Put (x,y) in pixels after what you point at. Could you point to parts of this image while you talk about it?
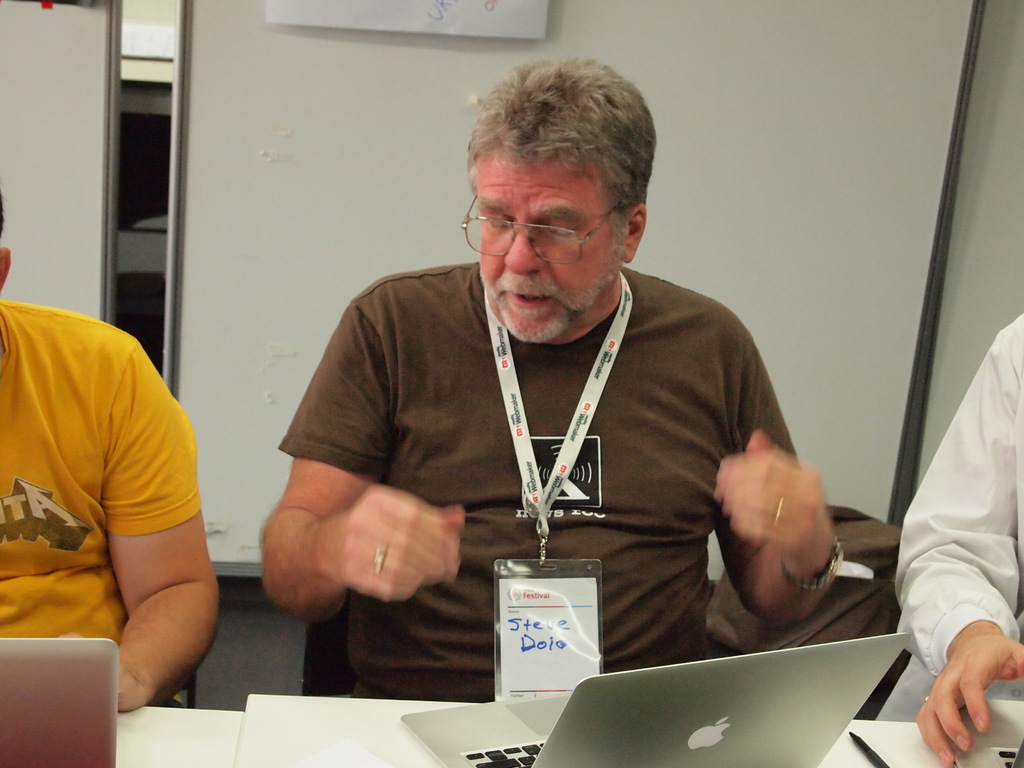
In this image, we can persons (622,549) wearing clothes (71,464). There are laptops (814,683) on the table (305,736). In the background (724,229), we can see a board (722,242).
